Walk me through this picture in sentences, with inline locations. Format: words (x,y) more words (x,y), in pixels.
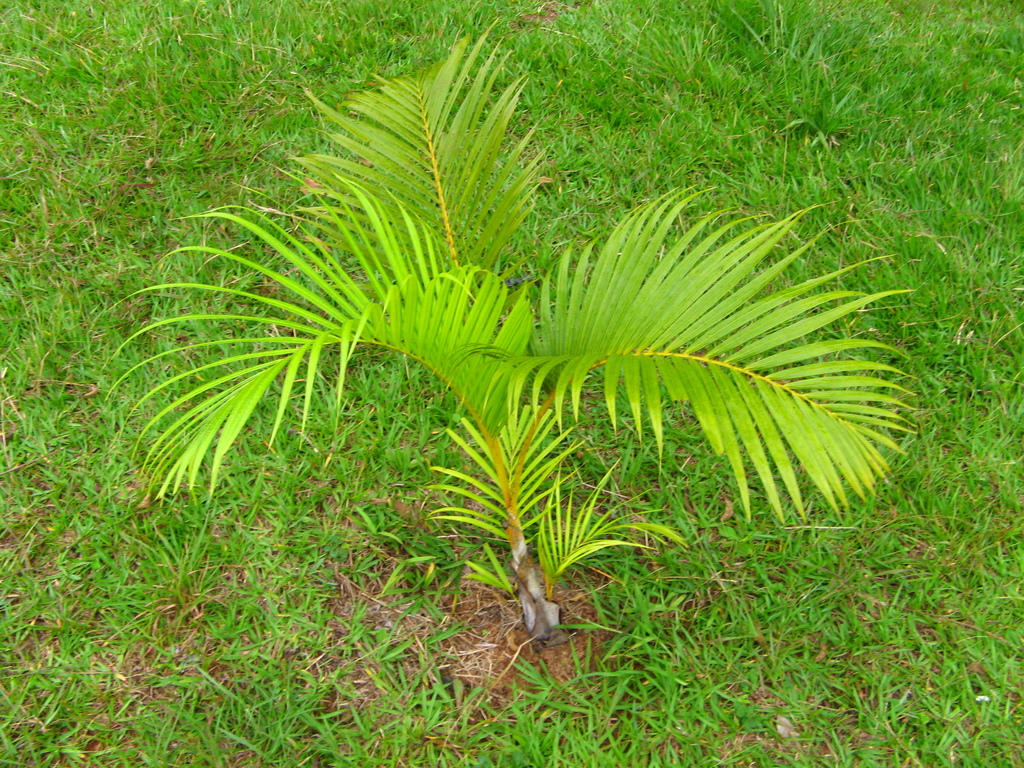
In this image there is a grassland (663,115), in the middle (511,378) there is a plant (510,479).
